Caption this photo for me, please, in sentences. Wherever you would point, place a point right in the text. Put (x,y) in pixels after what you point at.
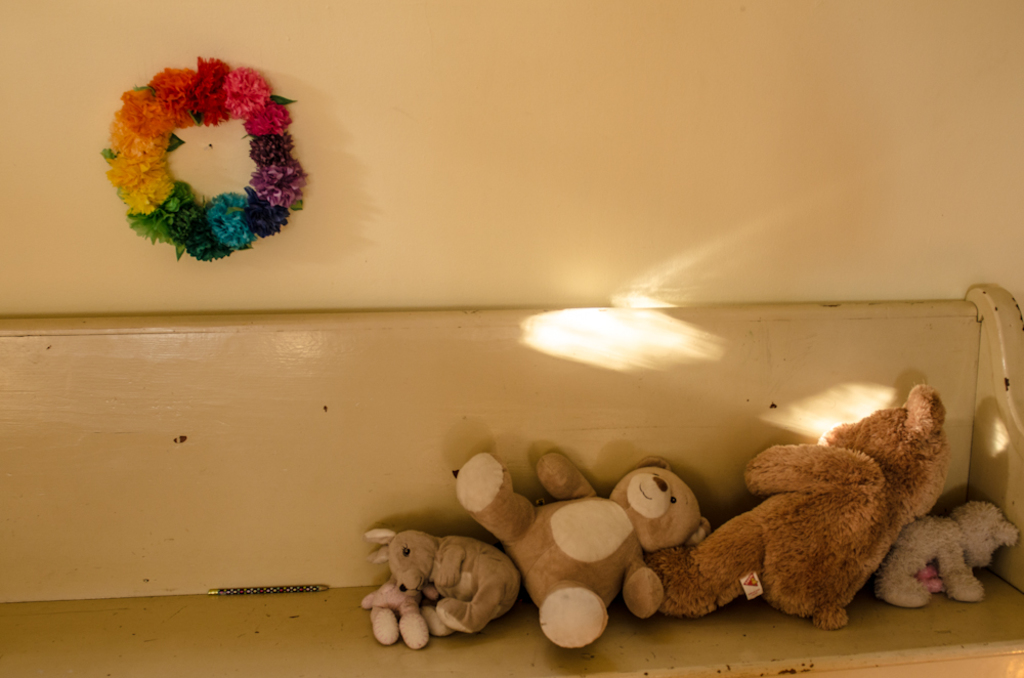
In this image, I can see the teddy bears (673,539) and toys (688,543), which are on a bench (403,523). This looks like a colorful wreath (183,231), which is attached to a wall (311,120).
